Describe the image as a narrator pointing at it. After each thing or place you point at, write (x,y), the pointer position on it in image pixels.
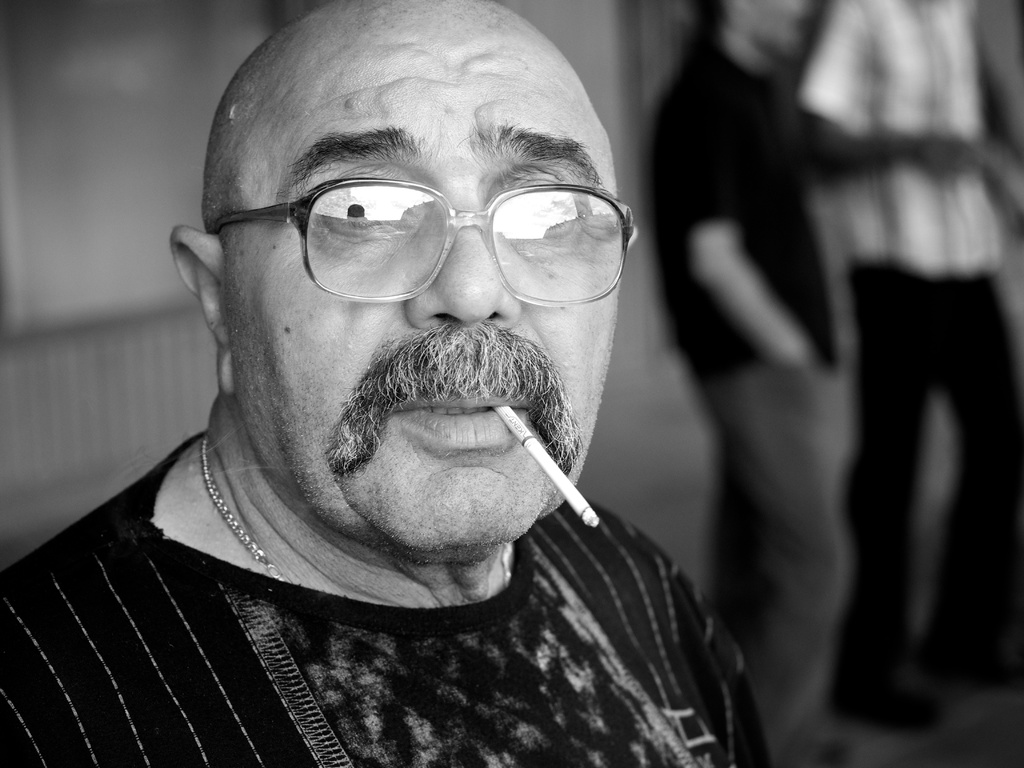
It is a black and white image. In this image we can see a man (479,235) wearing the glasses (452,240) and there is a cigarette (544,461) in his mouth (498,443). The background (846,566) is blurred with the two persons (825,300).
